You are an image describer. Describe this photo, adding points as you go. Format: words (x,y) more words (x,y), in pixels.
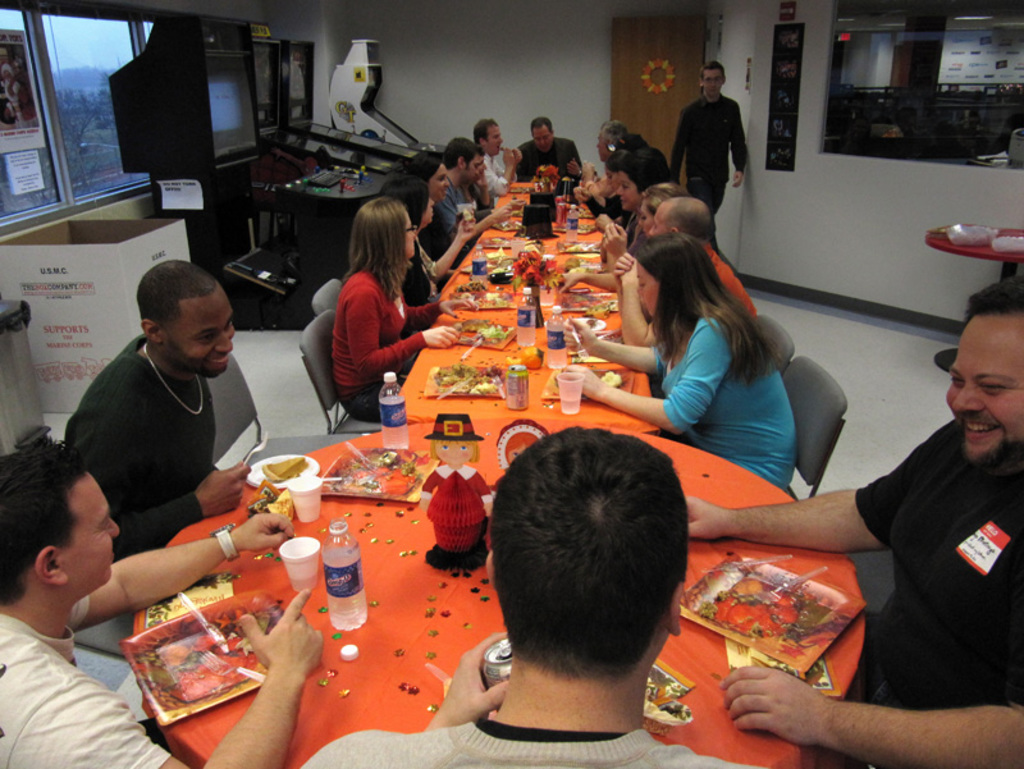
In this image we can see a group of people (653,385) sitting beside a dining table (521,412). The table (562,314) is filled with some water bottles (361,609), glasses (307,555), plates (222,624), knives (221,643), forks (217,657), doll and a flower pot (532,275) on it. On the right side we can see a person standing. We can also see a television (214,114), wall (457,89), floor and some windows (88,127).
